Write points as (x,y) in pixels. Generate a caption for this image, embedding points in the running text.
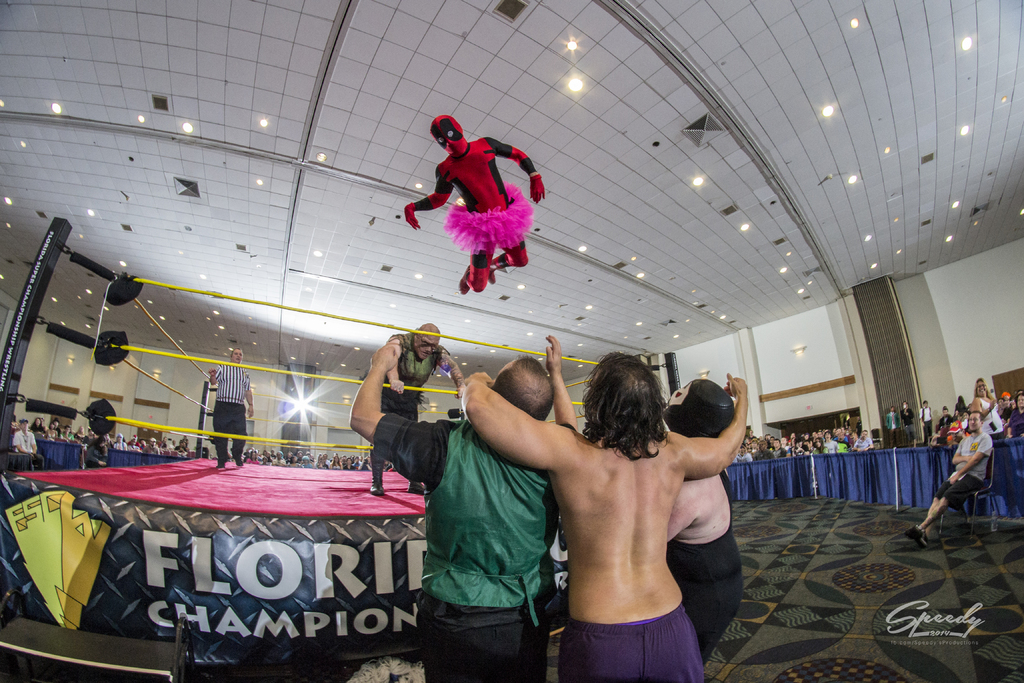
In this image there are three people (621,581) standing on a floor (758,650), in front of them there is a boxing ring (372,537) on that there are two people (240,452) standing, at the top (483,221) there is a man (498,239) jumping and there is a ceiling (853,255) for that ceiling (620,80) there are lights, in the background (933,438) there are people (974,420) standing and few (954,467) are sitting, on the bottom right (917,633) there is some text (908,635).
